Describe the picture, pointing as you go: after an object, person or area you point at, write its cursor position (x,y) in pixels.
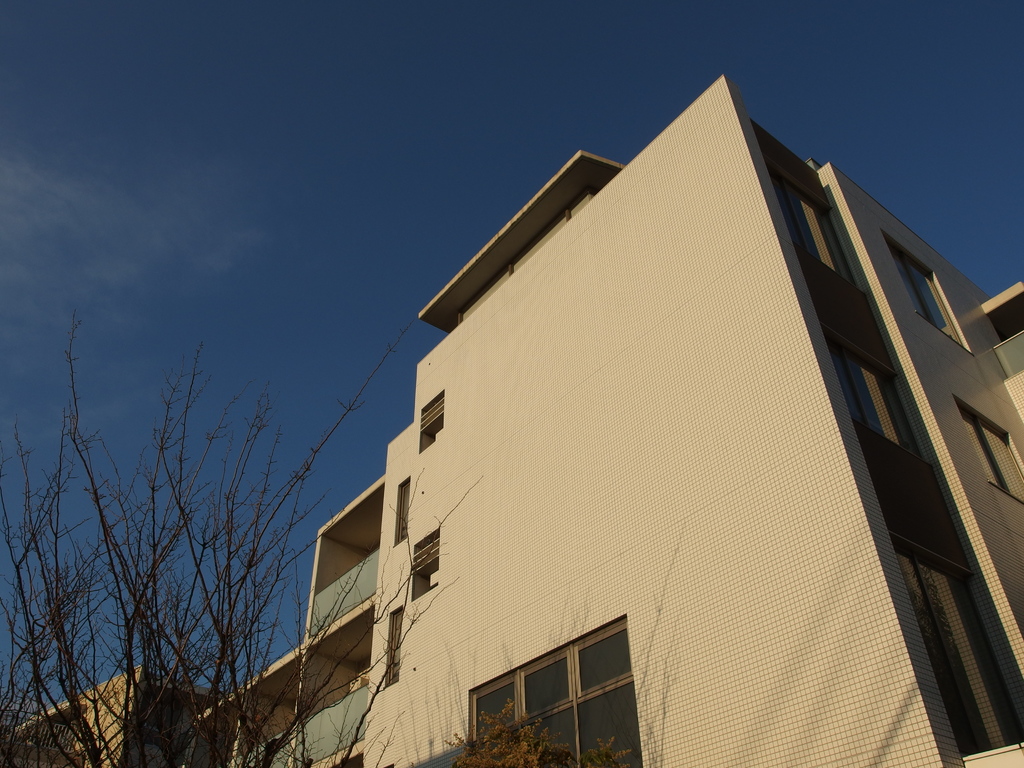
In this image at the bottom (468,627) there are some buildings (356,634) and trees (500,742), at the top of the image (411,146) there is sky (285,299).
